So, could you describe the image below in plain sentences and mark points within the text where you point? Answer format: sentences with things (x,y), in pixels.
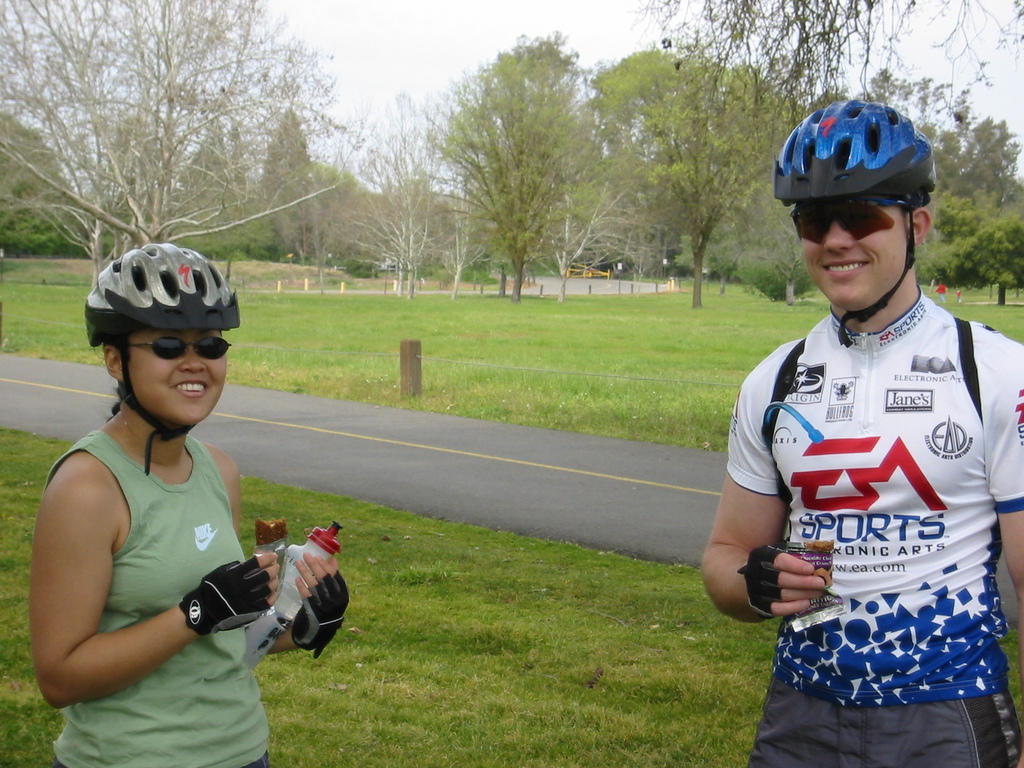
In the picture I can see a man (889,368) and a woman (59,492) are standing and holding some objects (282,632) in hands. These people (168,460) are wearing helmets (152,301), shades (850,221) and some other objects (309,621). In the background (388,518) I can see a road (510,497), the grass (543,381), fence (451,363), trees (438,223) and the sky (356,128).
